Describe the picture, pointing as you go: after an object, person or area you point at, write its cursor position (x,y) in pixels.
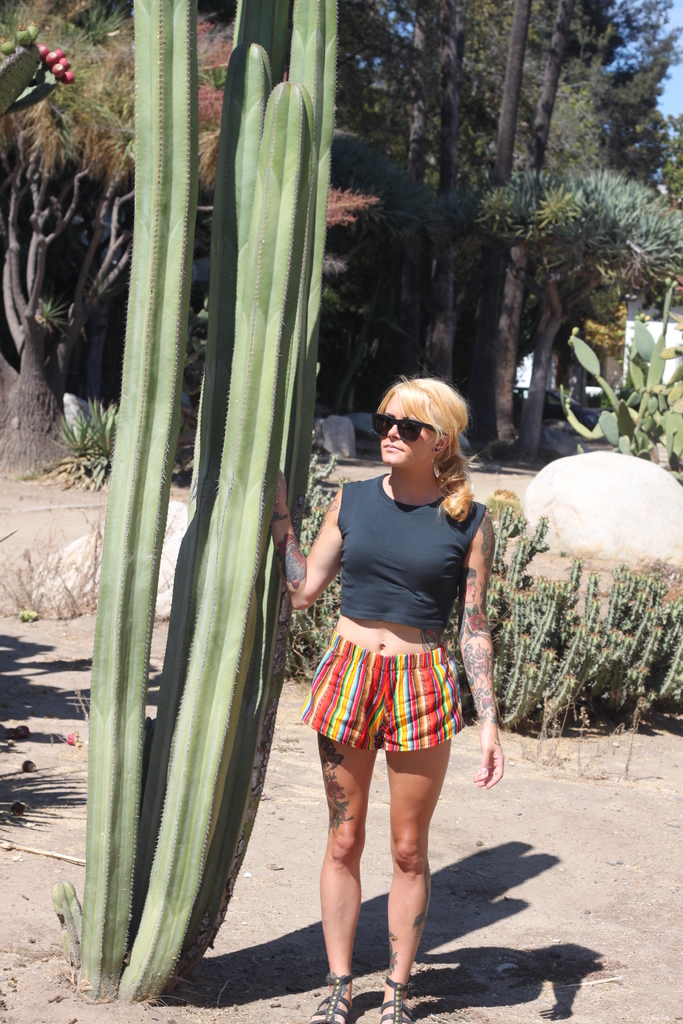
In this picture we can observe a woman (392,638) standing on the ground (378,913) beside the plant (154,555). She is wearing black color top (373,571), striped shorts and spectacles (410,435). In the background (514,317) we can observe some plants (668,604), stones (598,511) and some trees (52,174).
